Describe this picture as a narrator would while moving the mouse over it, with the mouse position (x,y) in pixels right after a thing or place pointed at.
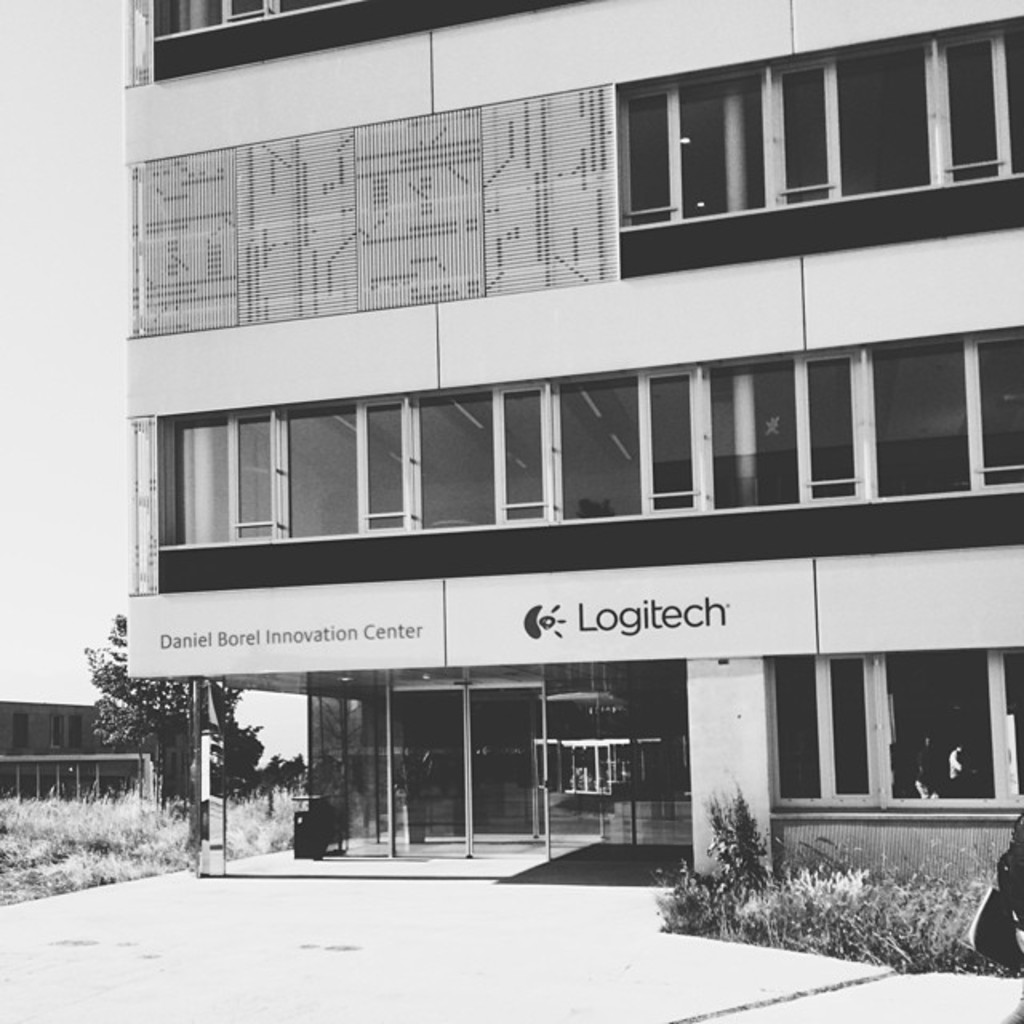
In this image I can see few buildings (841,553), trees (133,702), glass windows (904,426), doors (509,727) and grass (873,894). The image is in black and white.
